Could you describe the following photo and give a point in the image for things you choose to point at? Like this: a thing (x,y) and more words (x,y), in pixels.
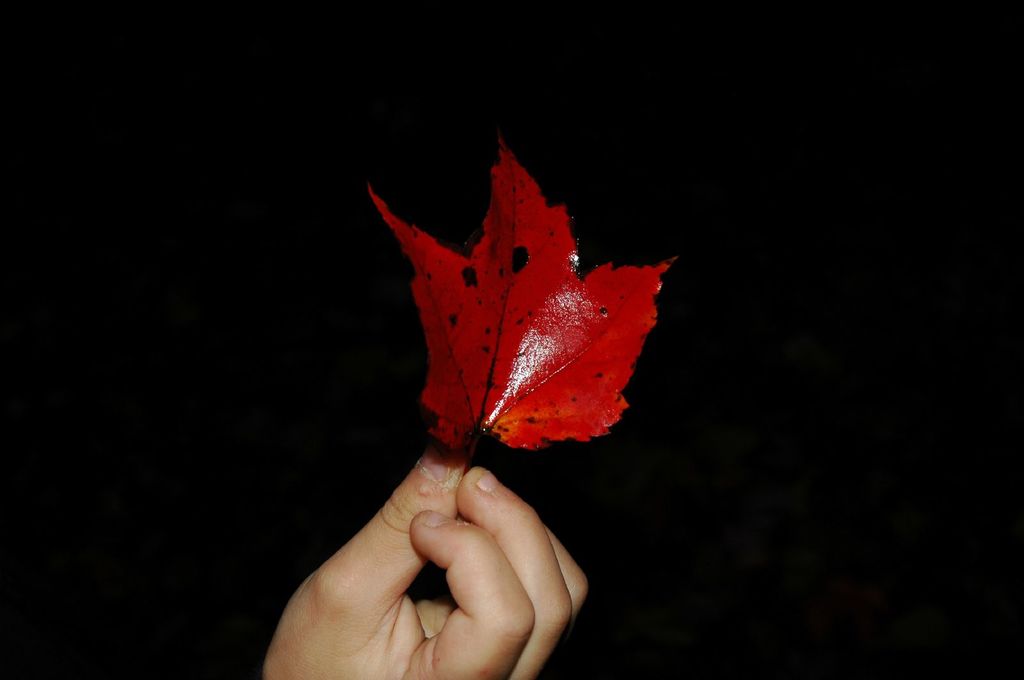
In this image there is a person (407,609) holding a leaf (479,390) which is red in colour.
